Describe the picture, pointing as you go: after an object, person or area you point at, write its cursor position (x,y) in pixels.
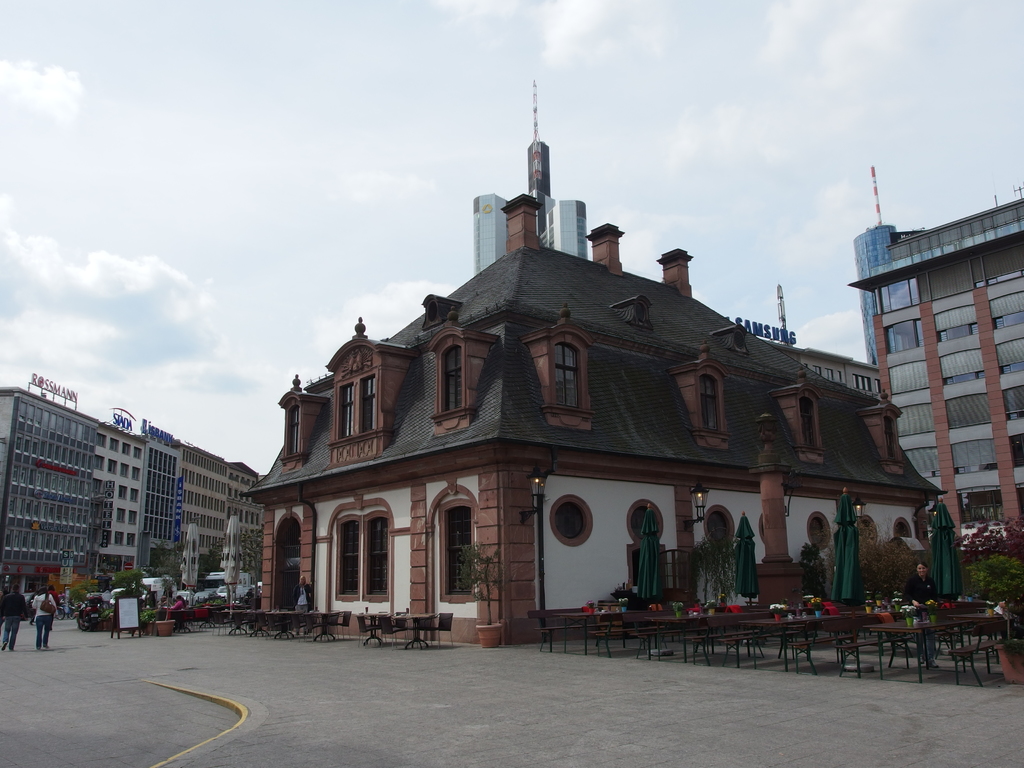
There are chairs (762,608), tables (753,621), people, plants (467,588), vehicles (178,591) and umbrellas (852,580) in front of a building (525,641) in the foreground area (228,564). There are buildings (218,486) and sky (666,227) in the background area (257,373).
